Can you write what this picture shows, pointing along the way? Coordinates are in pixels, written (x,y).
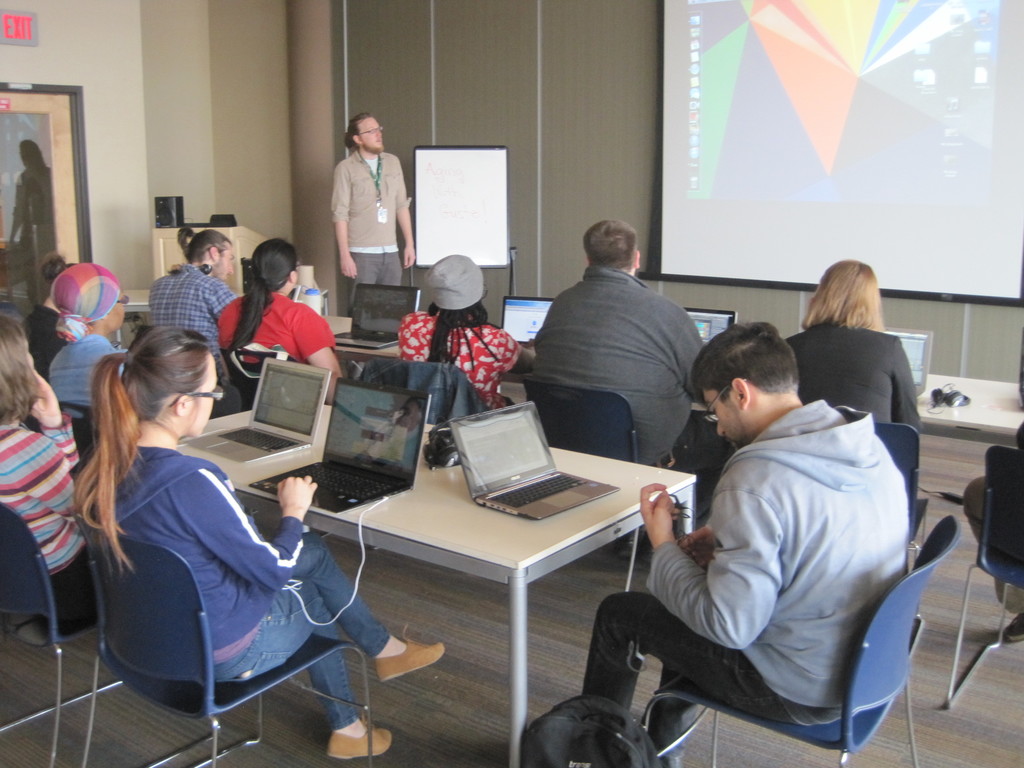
In this image I can see few people (21,470) where one man (368,219) is standing and rest all are sitting on chairs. I can see laptops (218,444) on different tables (646,471). Here I can see a projector screen (992,21).
